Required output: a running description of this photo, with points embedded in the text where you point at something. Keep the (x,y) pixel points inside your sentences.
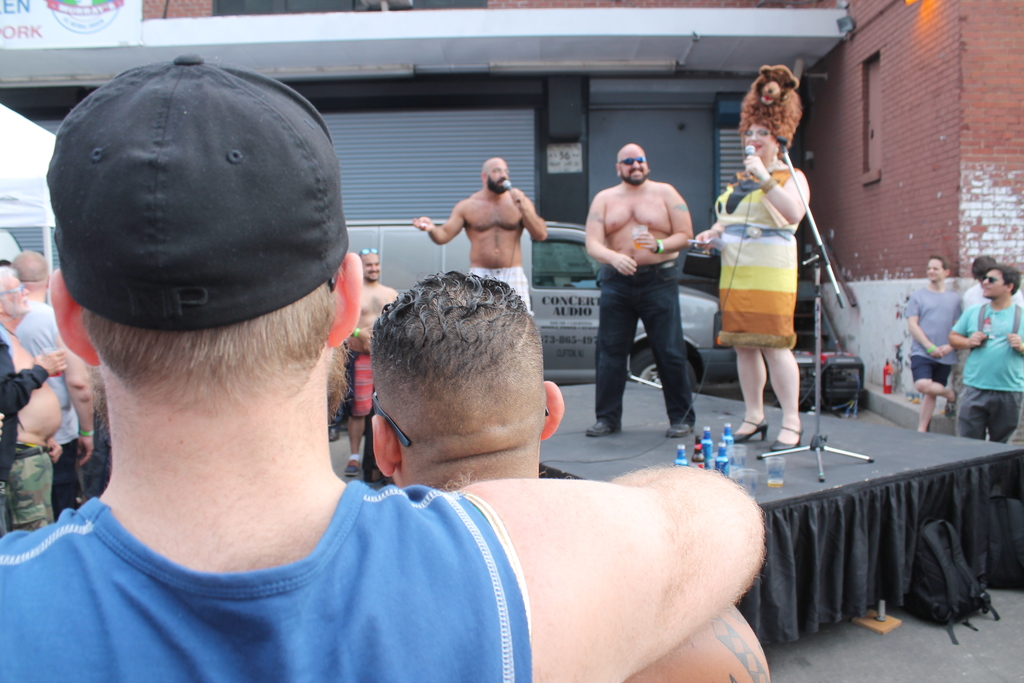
In this picture there are people (115,534), among them there is a woman (769,303) standing and holding a microphone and we can see an animal (766,76) on her head (752,133). We can see a microphone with stand (821,311), bottles (708,439) and glasses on the stage (620,433). In the background of the image (410,202) we can see vehicle (402,252), shutter (411,217), board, window (872,151) and wall (964,11).
